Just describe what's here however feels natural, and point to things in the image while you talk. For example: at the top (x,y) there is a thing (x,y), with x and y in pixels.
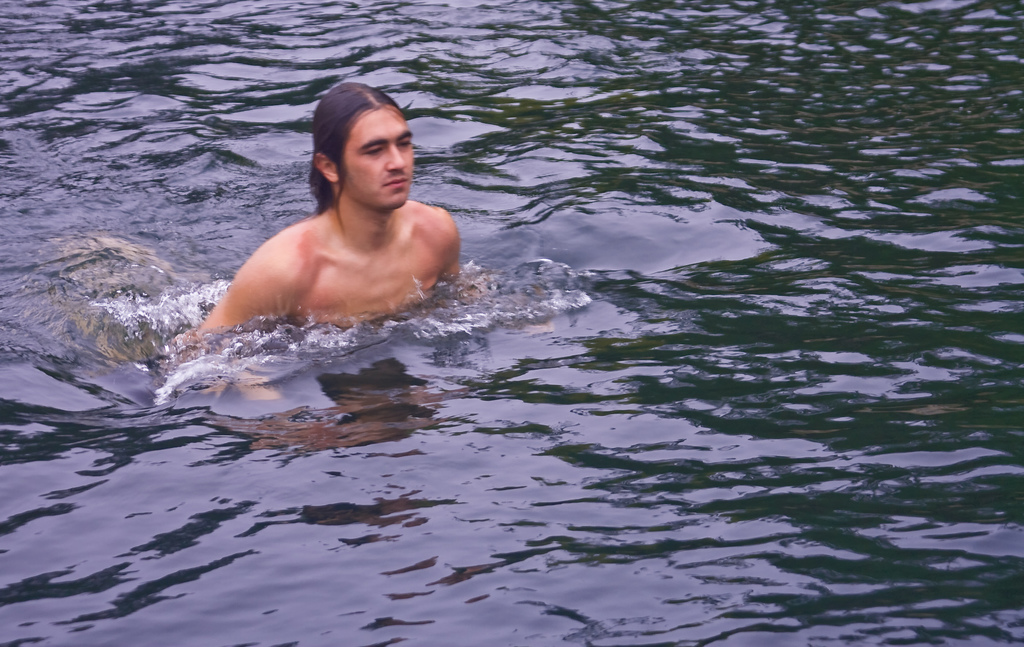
In this image we can see person (322,156) bathing in water (322,386).
